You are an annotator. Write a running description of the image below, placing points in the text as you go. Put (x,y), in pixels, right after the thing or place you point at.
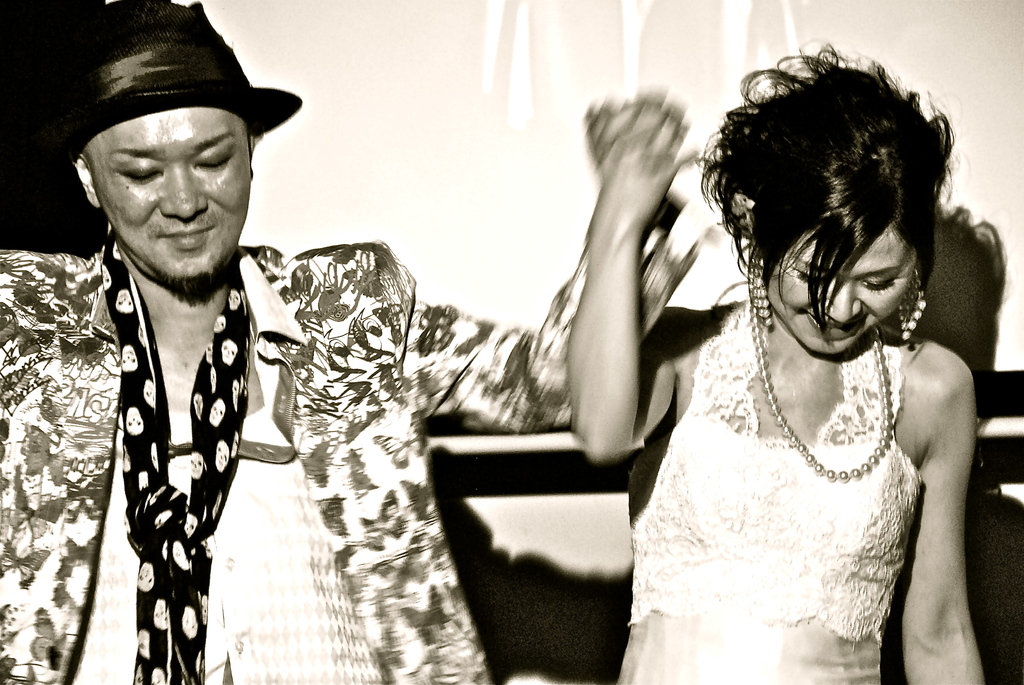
This image is a black and white image. In the middle of the image (344,344) a man (215,447) and a woman (737,391) are dancing and they are with smiling faces (110,182). In the background (434,131) there is a screen (490,185) on the wall (553,632).
